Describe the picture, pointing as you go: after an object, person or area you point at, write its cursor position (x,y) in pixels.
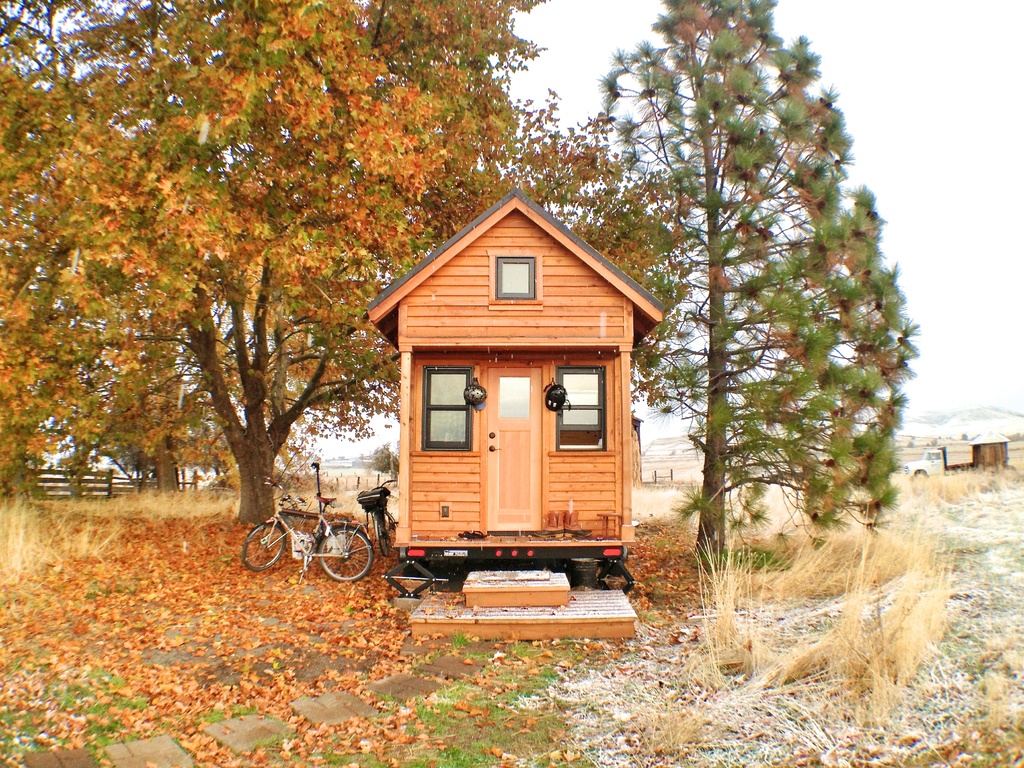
There is a wooden house (437,468), beside the wooden house (436,499) there are two cycles (336,531) and around the house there are few trees (744,365) and some dry leaves (310,609).
